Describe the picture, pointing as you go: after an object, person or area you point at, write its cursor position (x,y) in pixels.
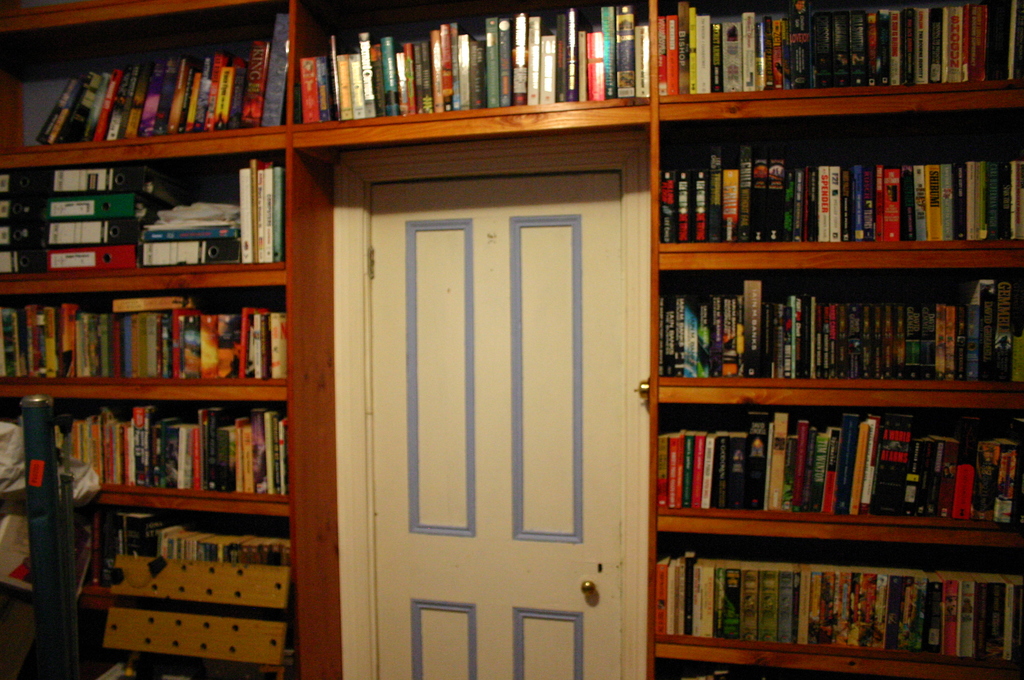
In this picture I can see there are some books (102,449) in the book shelf (332,119) and there is a door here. It is in white color.
